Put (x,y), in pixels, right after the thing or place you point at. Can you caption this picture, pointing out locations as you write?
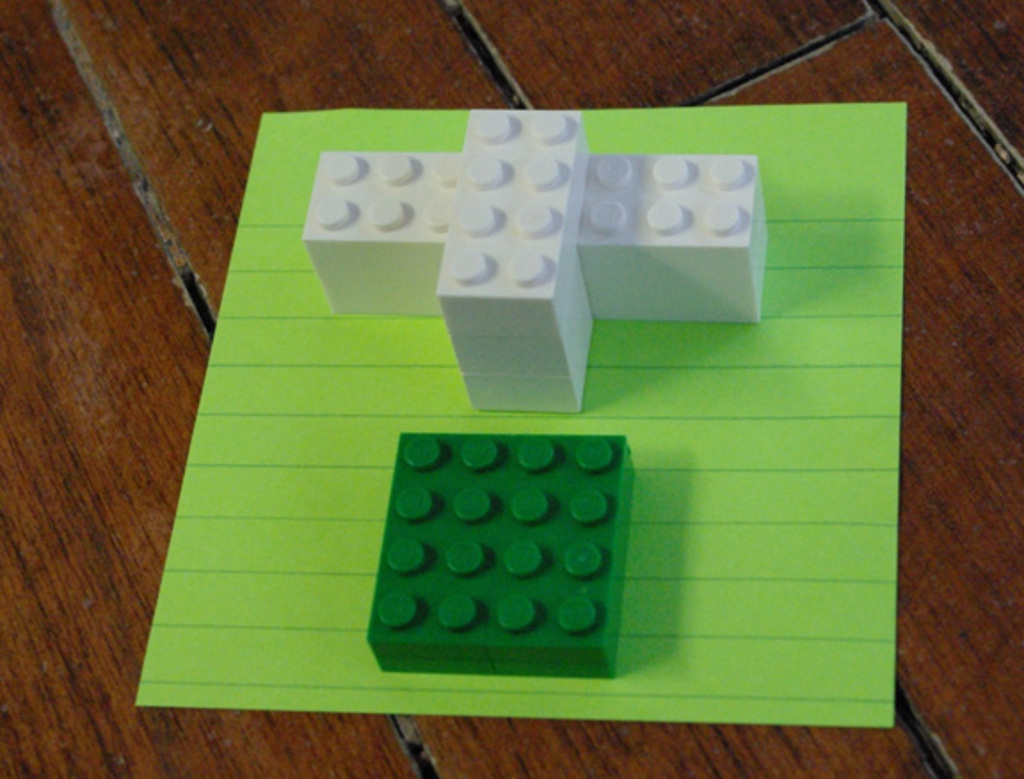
There is a green and white object (490,291) placed on the floor (185,172) on a green background (247,259).
